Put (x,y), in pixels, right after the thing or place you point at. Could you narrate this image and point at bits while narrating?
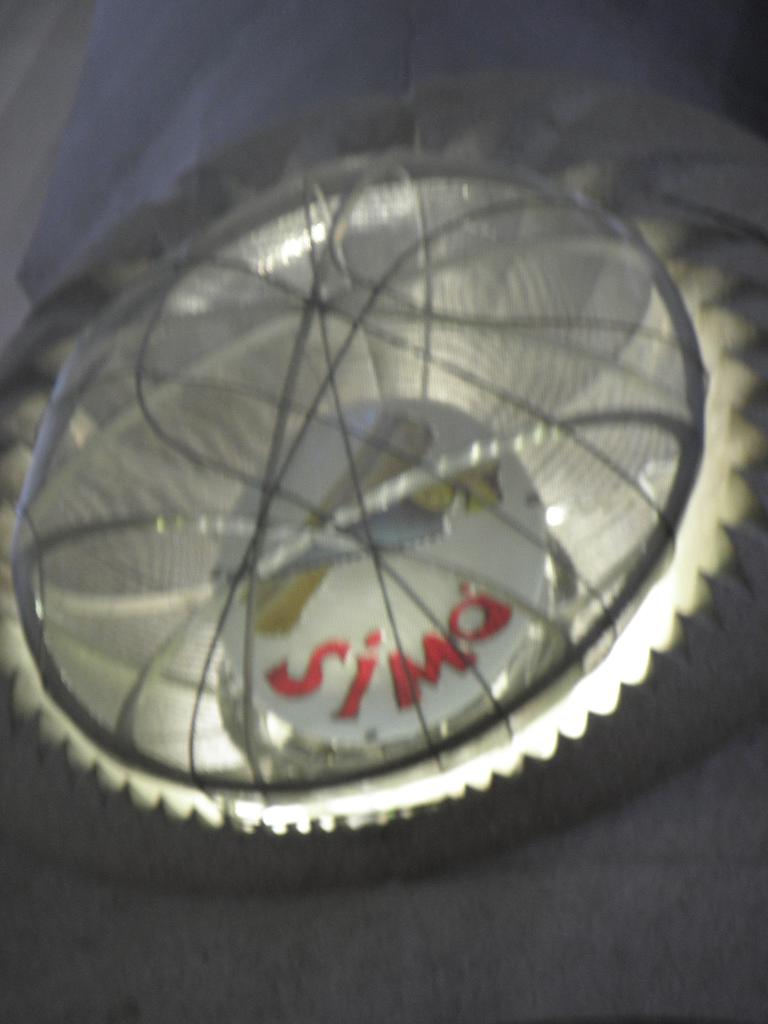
In this picture I can see the fan (513,310) and cage (631,539) on the building (652,95). Beside that I can see the lights beam (575,691).
